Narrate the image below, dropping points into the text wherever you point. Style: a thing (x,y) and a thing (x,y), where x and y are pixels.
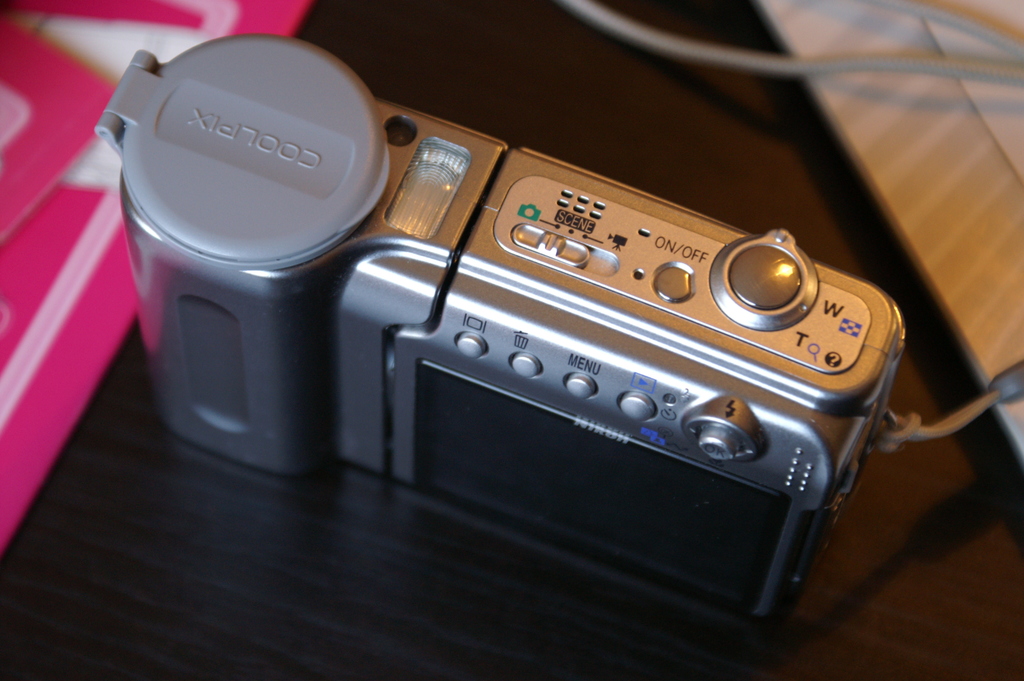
There is a silver camera (448,256) on a table (386,524). On the left side (65,249) we can see a pink color object (57,178).
